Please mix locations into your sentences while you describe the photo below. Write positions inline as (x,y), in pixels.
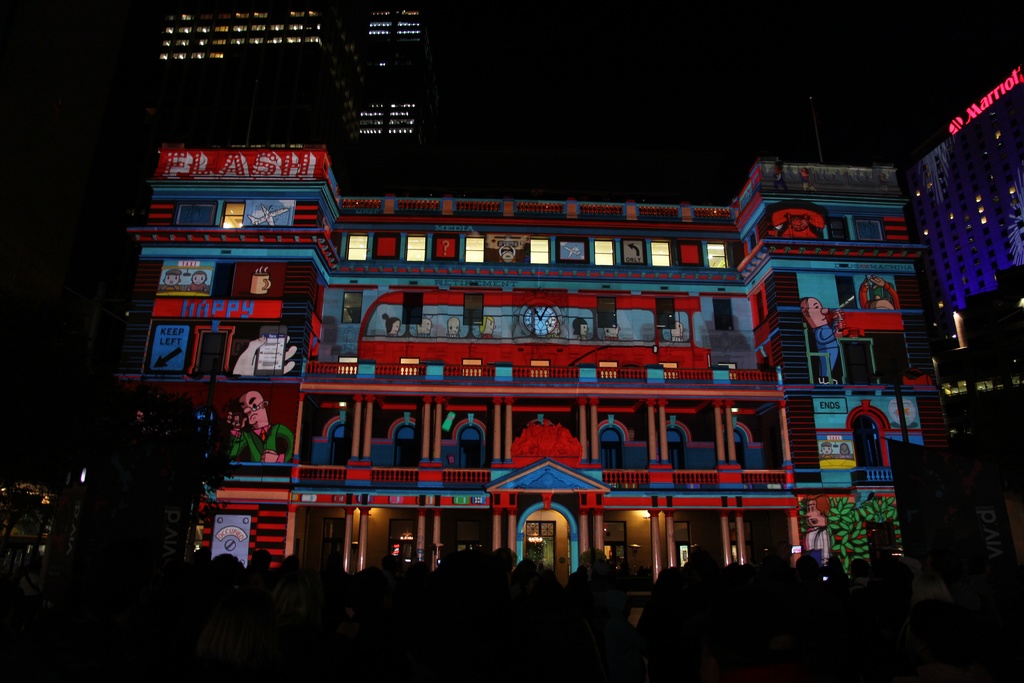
In this image we can see buildings (637,263), sky (605,63), electric lights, trees (40,495) and persons (292,624) standing on the ground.
